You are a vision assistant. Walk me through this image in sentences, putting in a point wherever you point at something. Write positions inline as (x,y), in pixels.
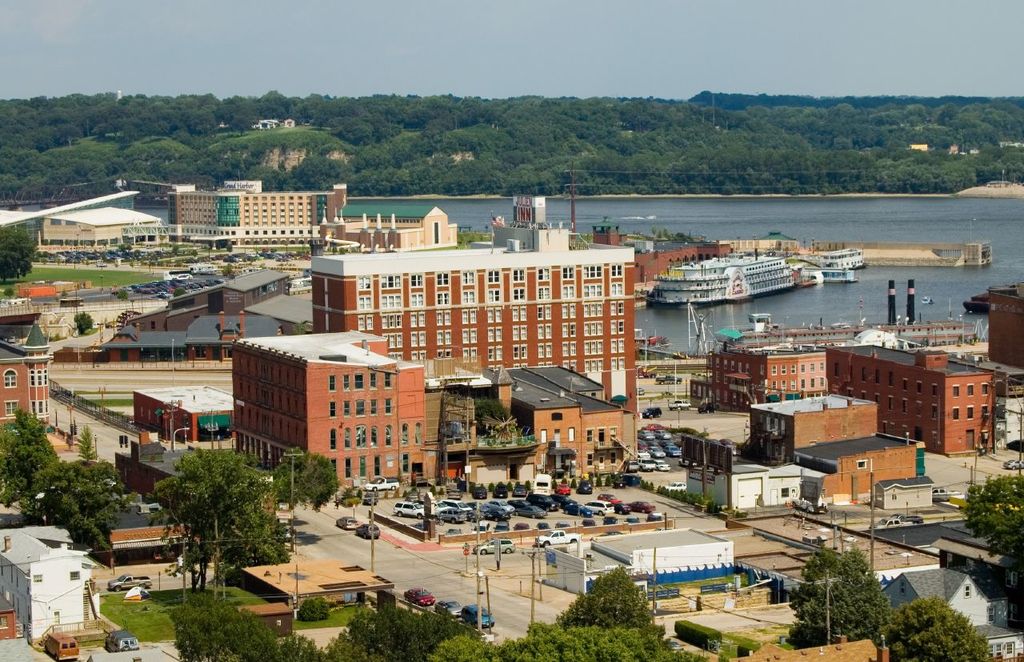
In the center of the image (545,342) there are buildings (587,378). At the bottom (440,564) we can see a road (442,581), cars (633,467), trees (854,579) and poles (293,477). In the background (709,271) there is a river (885,278), boat (724,283), trees (692,160) and sky (353,59).
